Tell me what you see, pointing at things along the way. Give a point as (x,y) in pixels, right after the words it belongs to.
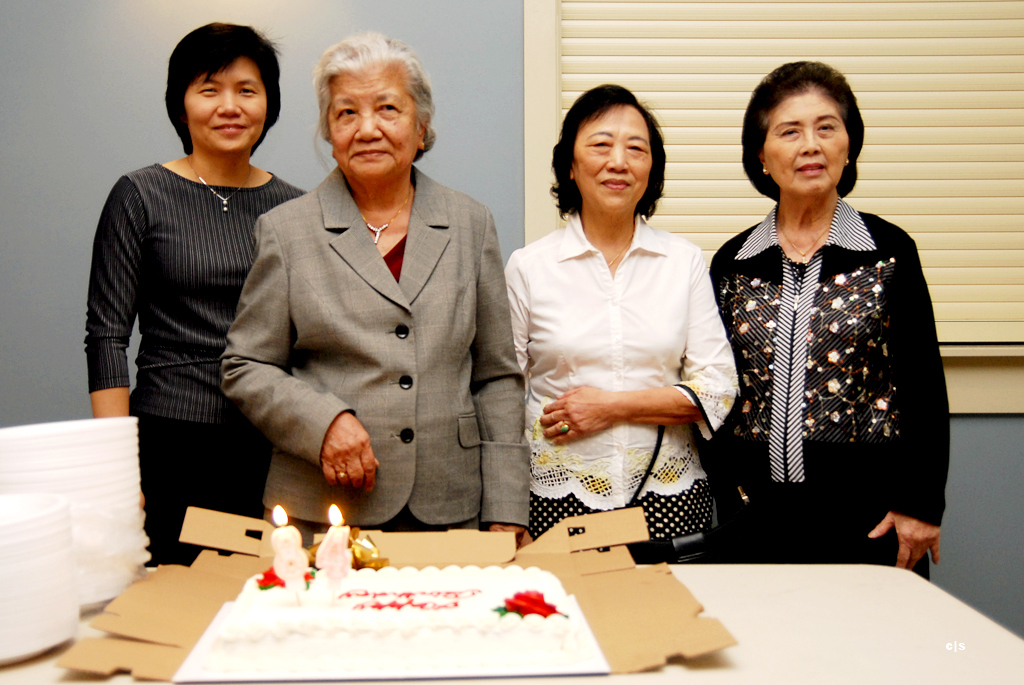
Here we can see four women (455,333) standing in front of a table (11,669) and smiling. On the table (865,667) we can see cake (526,633) and we can see two candles (279,542) number eight and four (294,562) (8 & 4). These are plates (82,505). On the background (128,33) there is a wall (493,54) and a window (682,77).
